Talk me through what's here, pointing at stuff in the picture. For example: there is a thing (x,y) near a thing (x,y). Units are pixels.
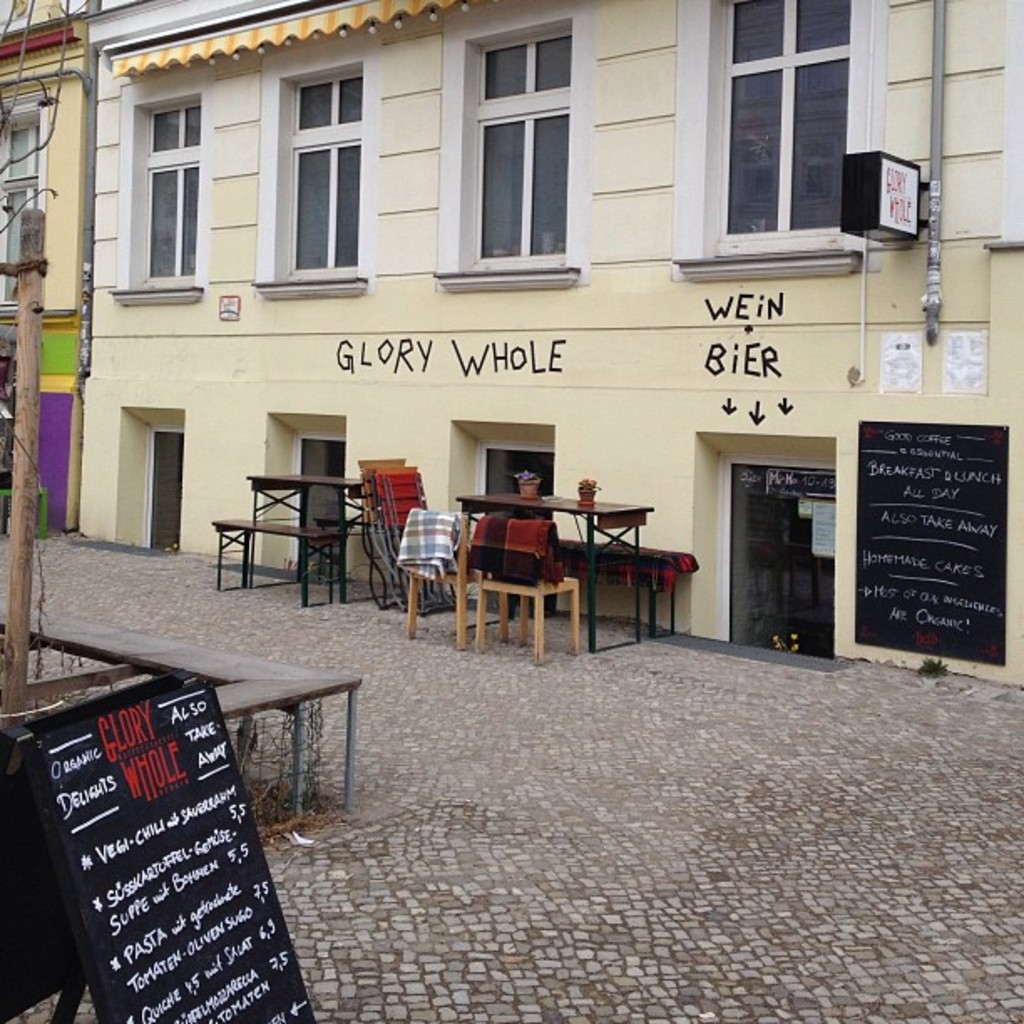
On the left side of the image (156,826) there is a menu board (158,794) with some text (140,781) on it, behind the board (63,725) there is a wooden pole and a wooden platform (236,690) with metal rods (297,732), in front of that there is a building (262,161) with glass windows (740,126), display board (894,179), menu board (927,510), posters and text (561,354) on it, in front of the building (323,396) there are tables (272,504) and chairs (466,521), on the chairs (438,546) there are towels (532,535), on the tables (460,500) there are some objects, beside the building (101,153) there is another building (89,96).
